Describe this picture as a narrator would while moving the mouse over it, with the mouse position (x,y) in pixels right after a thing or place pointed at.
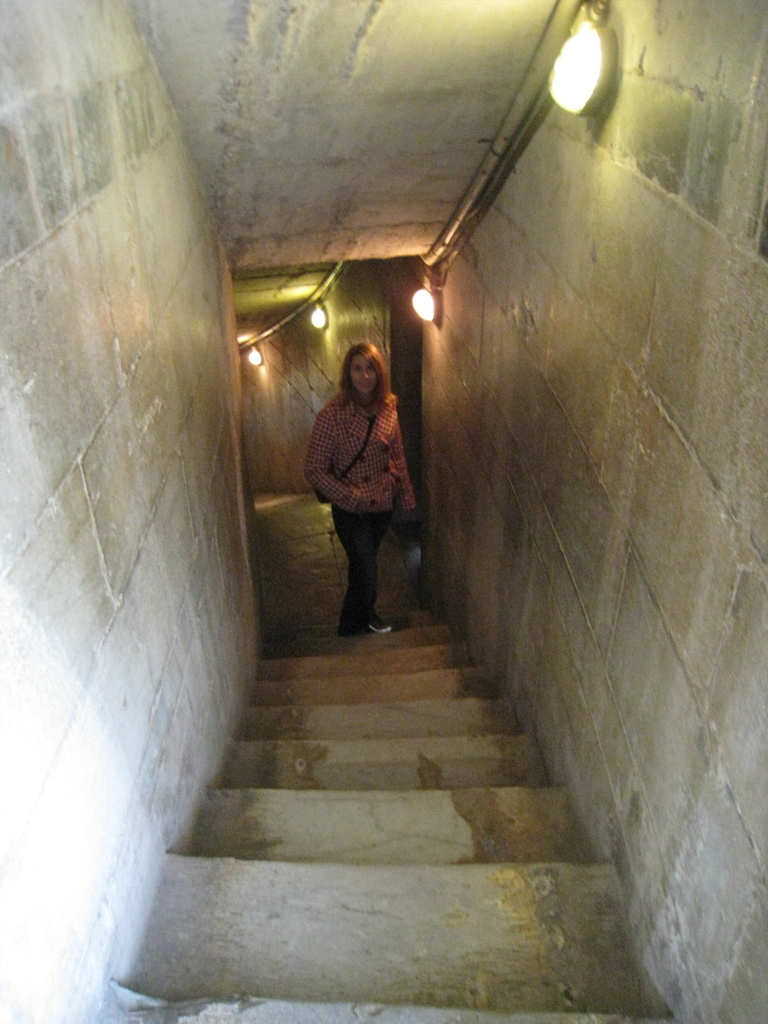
In the center of the image (367,566) we can see a lady (376,513) standing. There are stairs (346,839). In the background (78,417) there are walls (266,357) and we can see lights (568,66).
